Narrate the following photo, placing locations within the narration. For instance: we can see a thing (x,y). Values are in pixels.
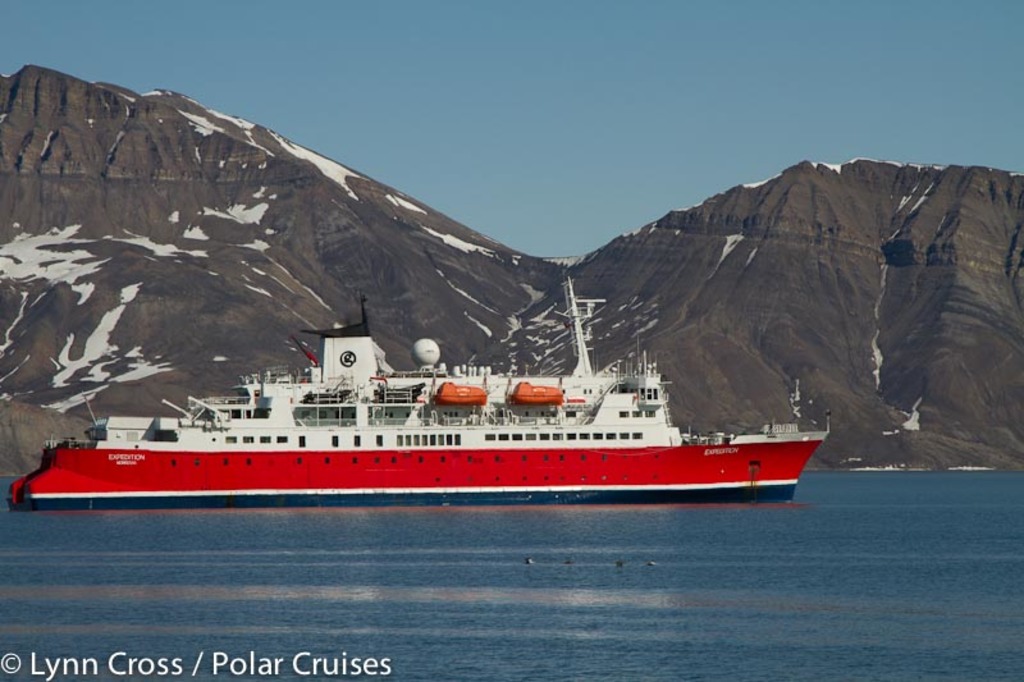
This is a picture and in the center (362,438), we can see a ship (546,448) on the water (586,538). In the background (269,213), there are mountains (563,279). At the top (533,89), there is sky (526,100) and at the bottom (271,658), there is some text (252,653) written.
